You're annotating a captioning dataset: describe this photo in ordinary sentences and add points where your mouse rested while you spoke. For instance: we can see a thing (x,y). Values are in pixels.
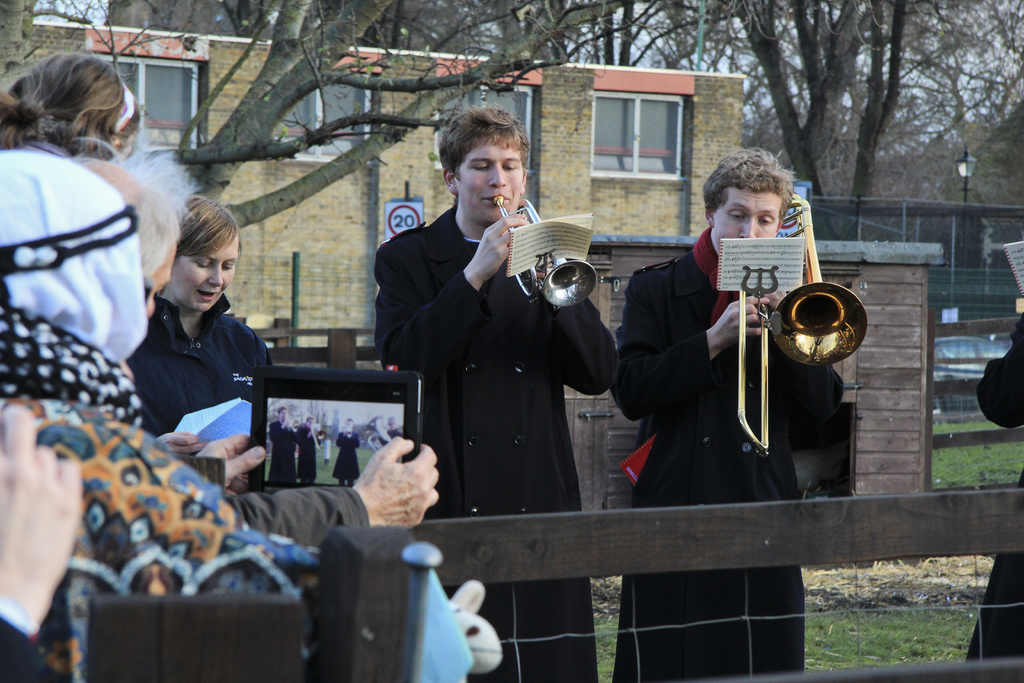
In this image on the left side (268,496) we can see few persons (302,511) and among them a person (104,364) is holding a tab (330,382) in the hands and a woman (203,357) is holding papers (214,418) in her hands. We can see few men (511,305) are playing musical instruments (569,292) and at the bottom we can see fence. In the background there are trees (312,67), house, windows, light pole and sky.
